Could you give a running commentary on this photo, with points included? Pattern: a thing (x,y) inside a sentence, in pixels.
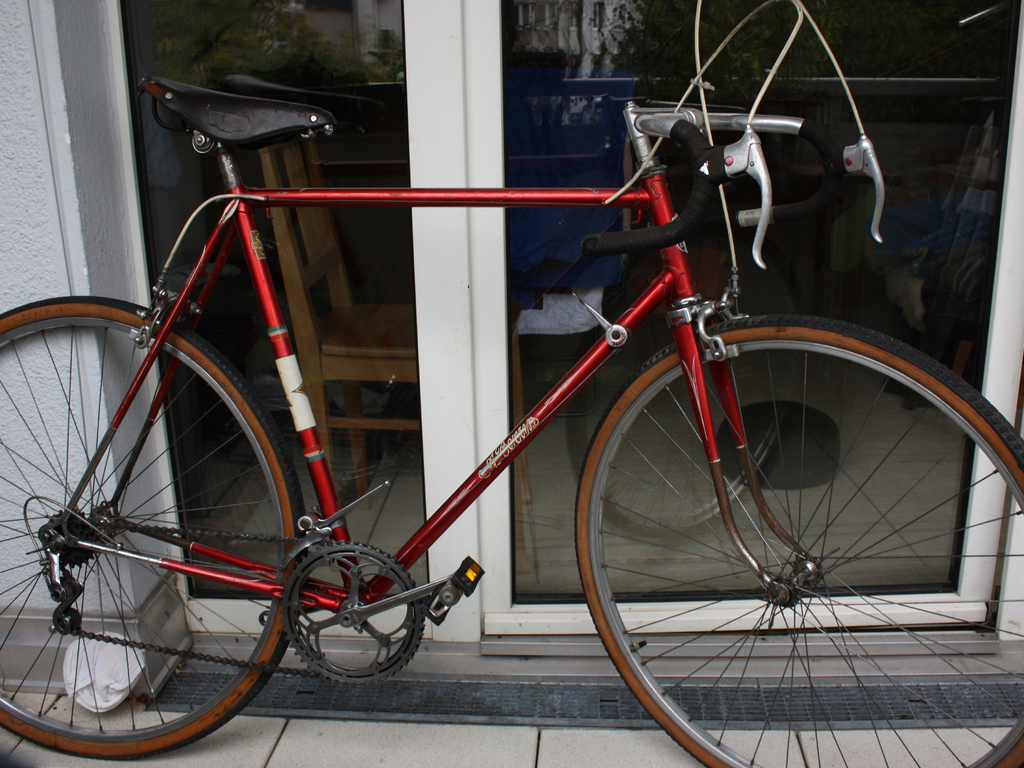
In this image we can see a bicycle (347,586) parked on the pavement (515,680) near a glass door (506,423), inside the glass door (514,391) we can see a chair (395,336).
